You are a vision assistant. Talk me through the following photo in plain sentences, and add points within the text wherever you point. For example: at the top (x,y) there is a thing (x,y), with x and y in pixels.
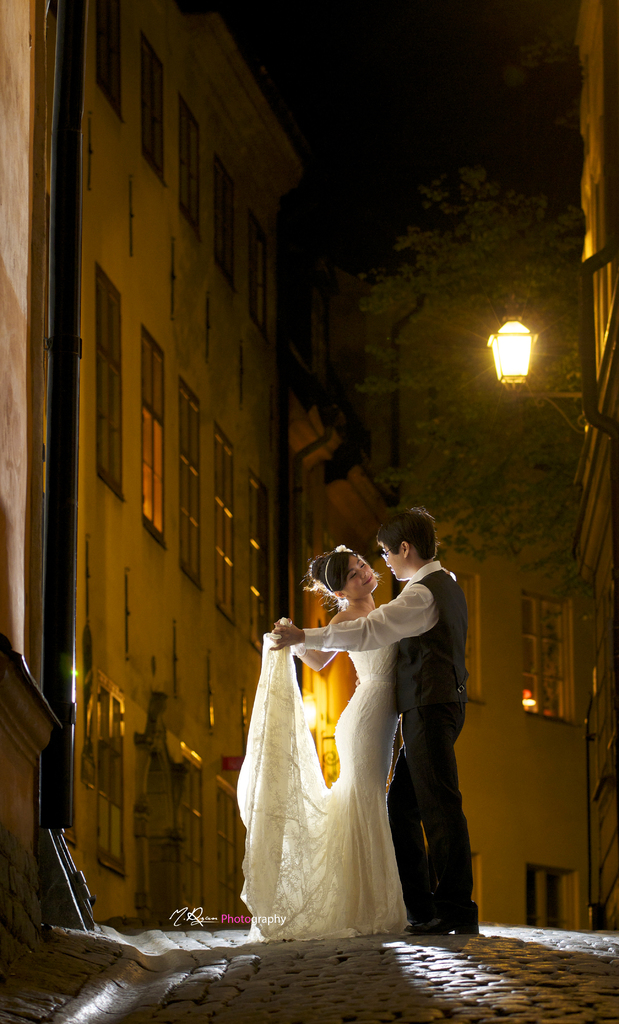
In this picture we can see a man (427,721) and a woman (340,732), beside to them we can find few buildings (595,354), pipe (70,379), trees (470,480) and lights (498,334), and she wore a white color dress (286,779).
